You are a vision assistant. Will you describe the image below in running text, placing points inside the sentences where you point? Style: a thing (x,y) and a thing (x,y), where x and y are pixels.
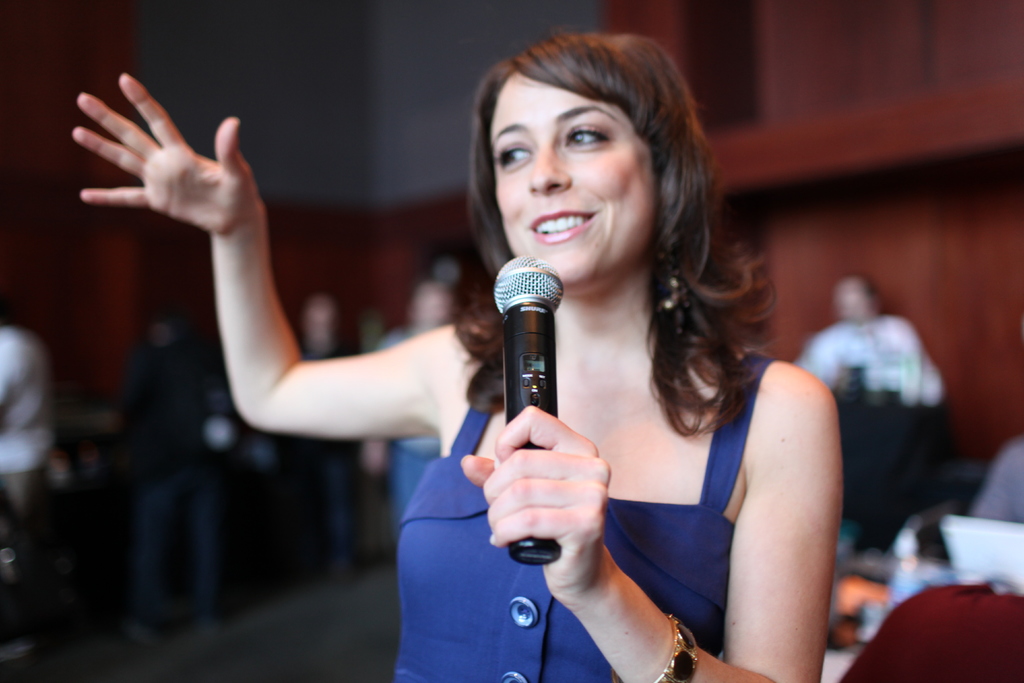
In this image we can see a person (519,493) wearing blue color dress (468,538) and gold color bangle (673,620) holding microphone (551,309) in her hands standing and at the background of the image (422,460) there are some persons (1022,484) also standing and there is wall (390,229) of red and gray color.
